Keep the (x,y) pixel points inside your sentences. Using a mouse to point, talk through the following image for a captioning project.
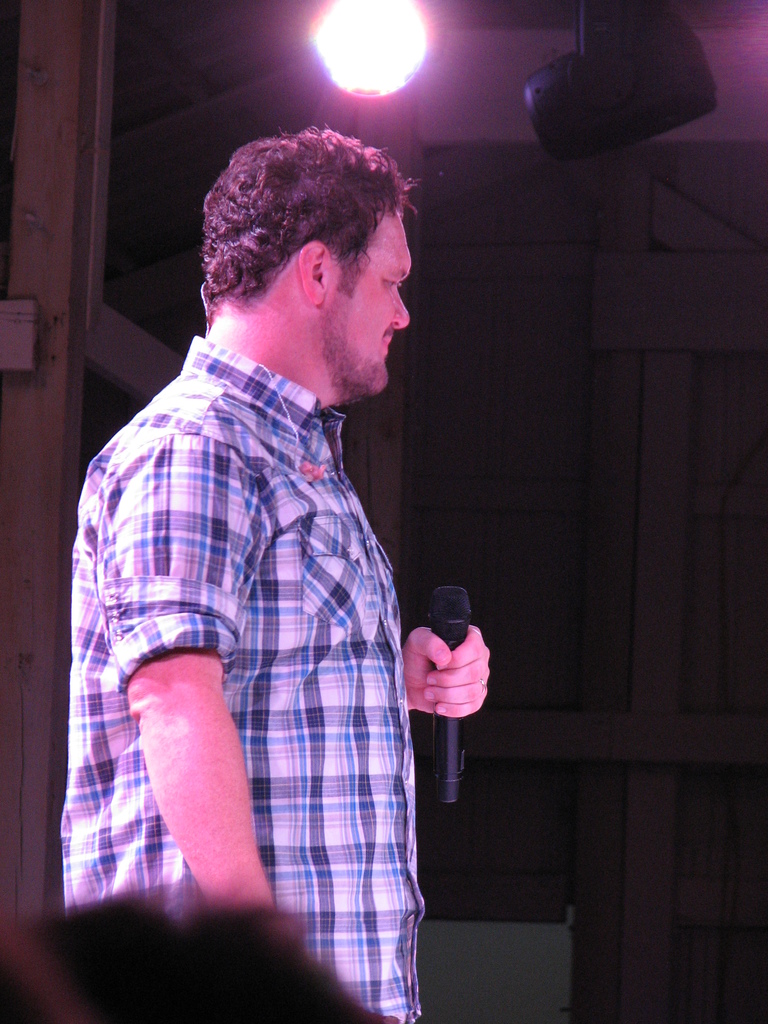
There is a man (366,594) wearing blue checks shirt (374,701) is holding a mic (453,718) in his hands (446,677). There is a show lights (401,28) on the top of the image (402,74).
